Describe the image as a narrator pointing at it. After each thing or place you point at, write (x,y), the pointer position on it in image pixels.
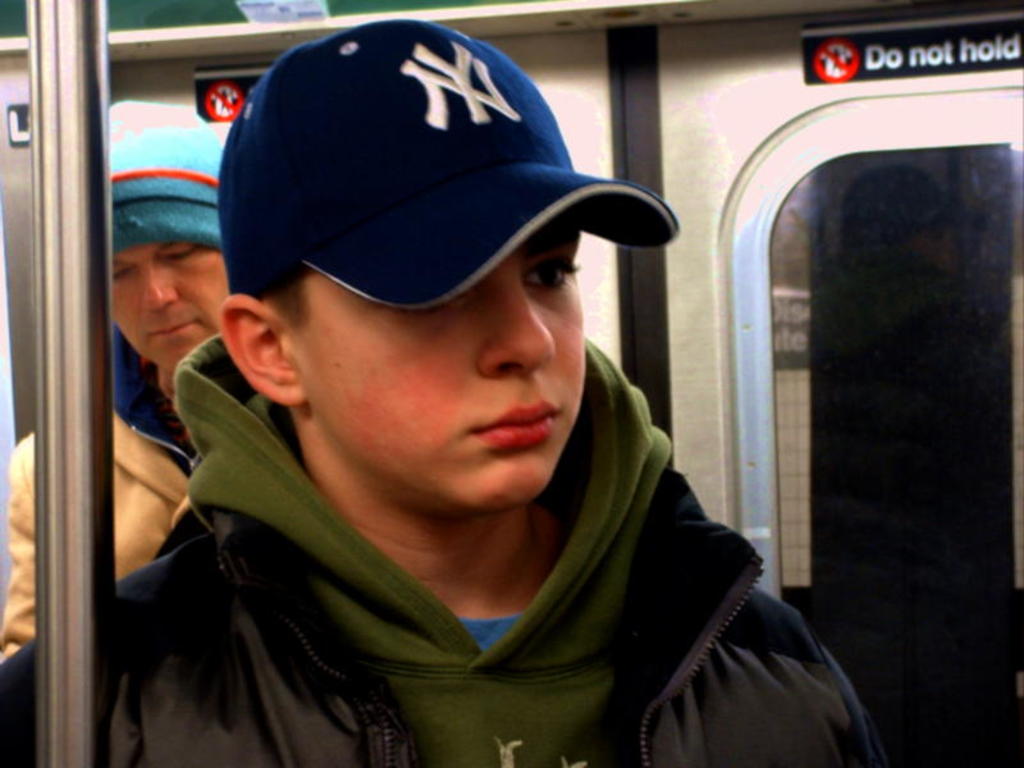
This is an inner view of a vehicle (691,184). In that we can see two men (339,457) and a metal pole (82,47). On the backside (929,126) we can see a window (918,177) and some boards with text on it.
